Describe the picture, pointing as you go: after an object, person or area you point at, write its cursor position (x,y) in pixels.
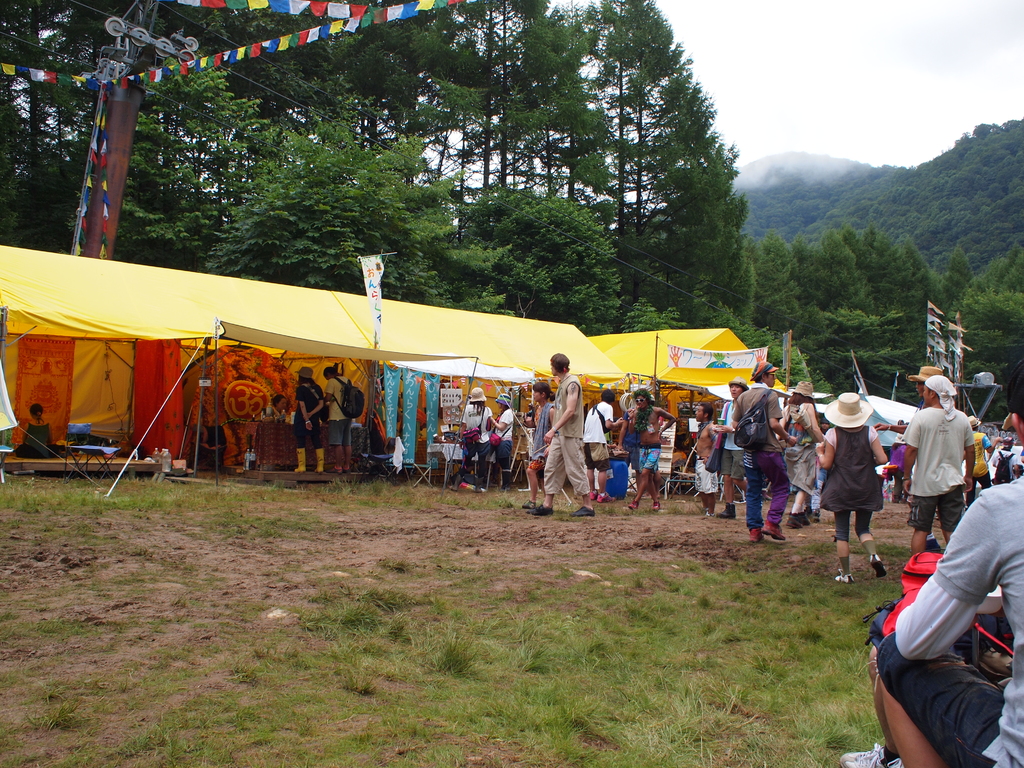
In this picture, we can see a few people (768,442), ground (180,556), grass (343,627), and we can see some objects (194,393) on the ground (555,719) like sheds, tables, and we can see some objects (250,456) on the table (326,464) and benches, and we can see some poles (113,62), wire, rope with small flags (966,344), trees (74,54), mountains (816,171) covered with trees (935,178), and we can see the sky (834,137).
